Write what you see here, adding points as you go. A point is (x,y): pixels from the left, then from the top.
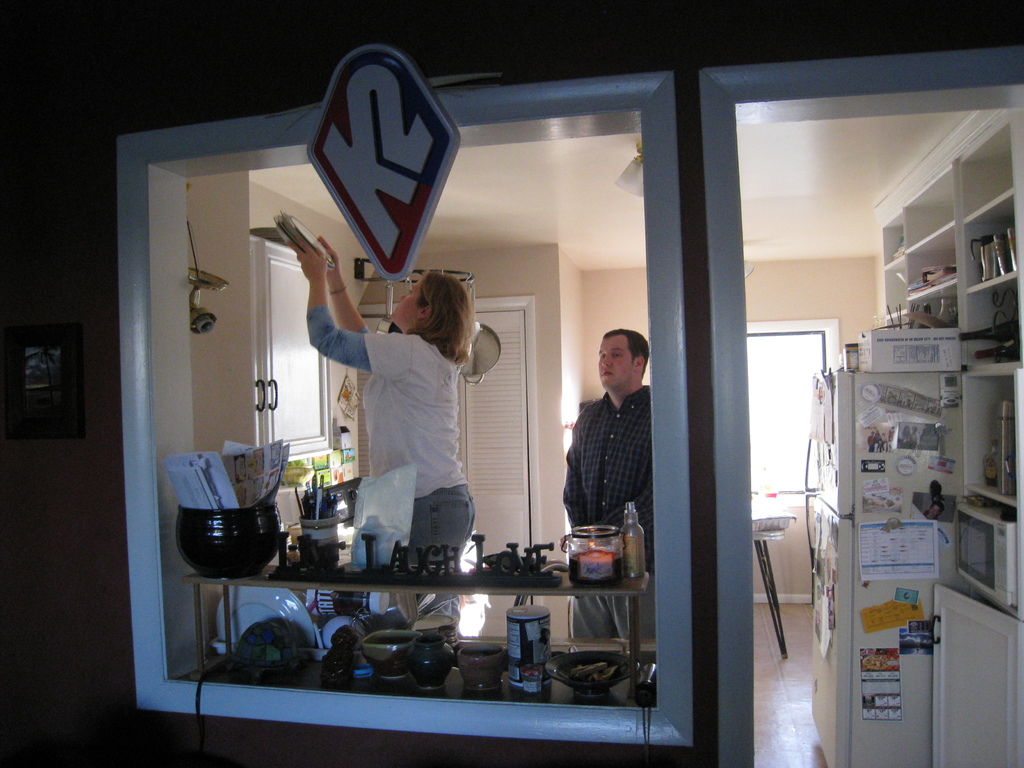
In this image I can see in the middle (430,440) there is a glass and a woman (436,421) is in the white color dress (434,455), she is adjusting the plates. It looks like a kitchen room (292,442), in the middle (620,472) a man (603,499) is standing, he wore shirt (617,487) and short (623,627). On the right side (903,373) there is a fridge (901,485) and a glass window (781,430).
